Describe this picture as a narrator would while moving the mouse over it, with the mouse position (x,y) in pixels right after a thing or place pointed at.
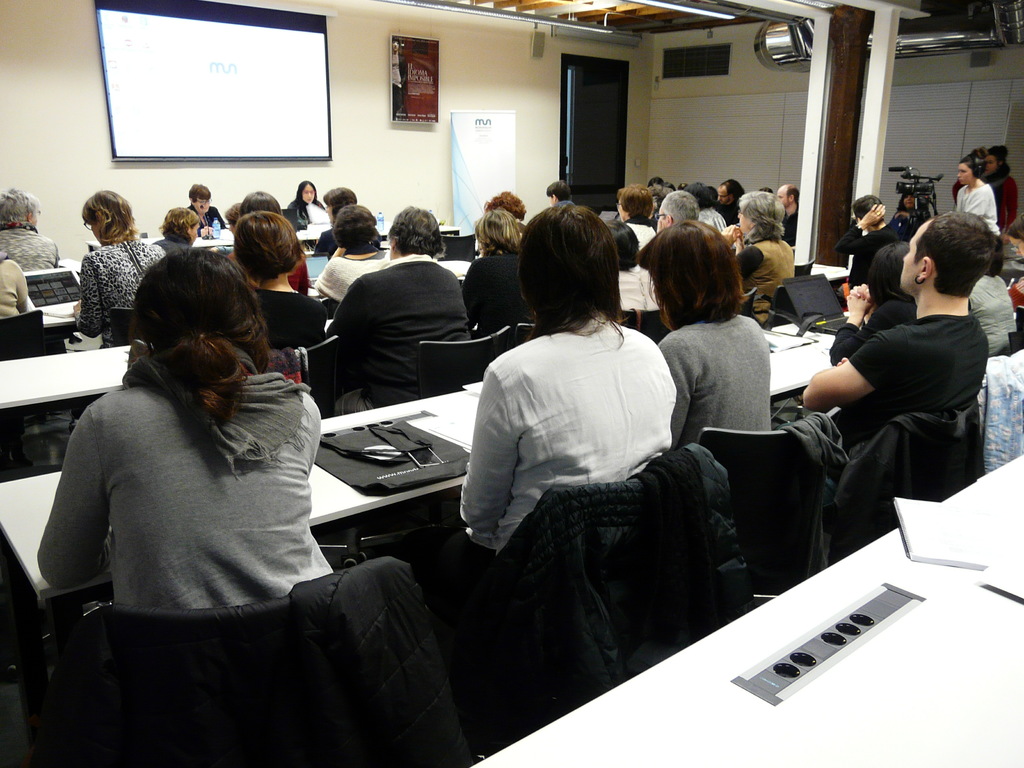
In this picture number of people (354,237) visible and most of are sitting in the chair (756,480) and back side of the image there is a wall (366,143) and a screen (310,116) attached to the wall (349,119). And there is notice paper (406,87) attached to the wall (514,83) and some text (417,78) written on that. On the right side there is a door (585,97). And there is a beam (831,111) on the right side (824,111) corner and right to the beam (869,149) there is a camera (901,175) kept on a tripod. And there is laptop (813,313) on the table (795,350).
